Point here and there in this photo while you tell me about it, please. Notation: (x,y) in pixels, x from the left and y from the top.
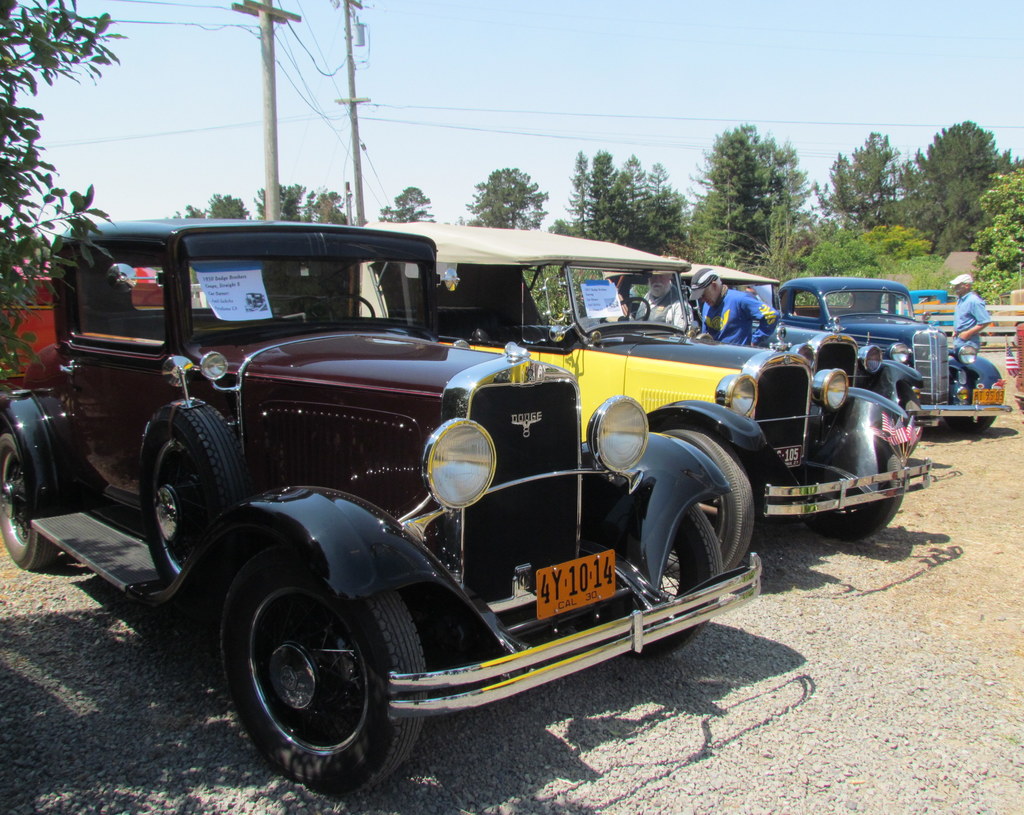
There are vehicles (110,374) in different colors parked on the ground (792,574). In the background (945,297), there are persons (740,302) standing near vehicles (950,381), there are trees (925,224), poles (351,3) which are having electrical lines (330,74) and there is blue sky (638,43).
